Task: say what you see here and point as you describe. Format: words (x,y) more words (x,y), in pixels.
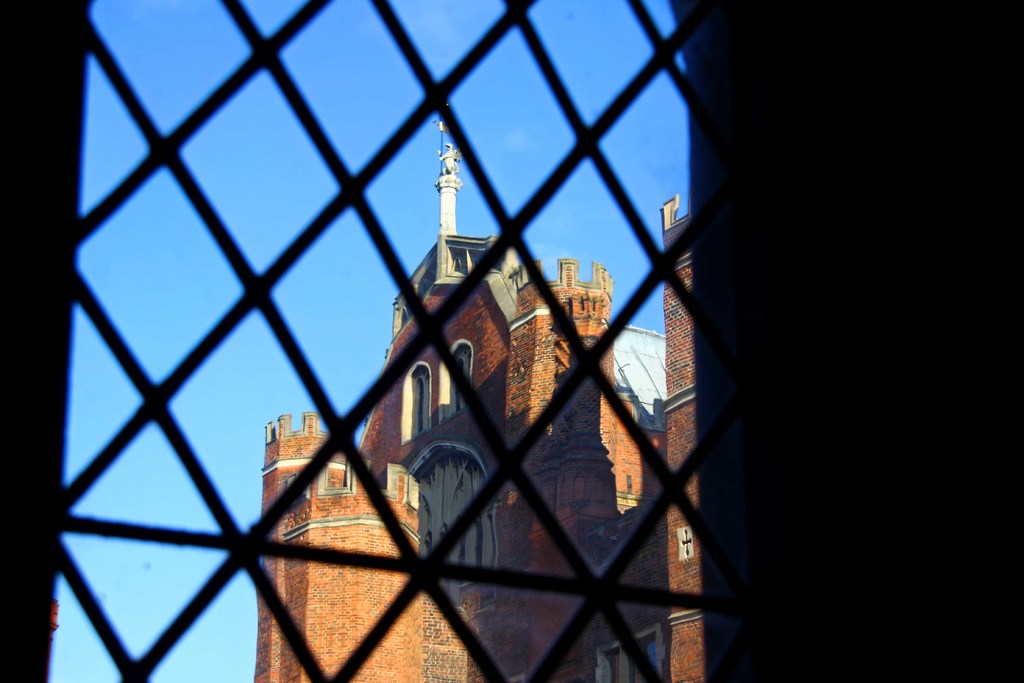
In this picture we can see mesh (429,80), through this mesh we can see building (452,475) and sky (399,101) in blue color. On the right side of the image (820,353) it is dark.
